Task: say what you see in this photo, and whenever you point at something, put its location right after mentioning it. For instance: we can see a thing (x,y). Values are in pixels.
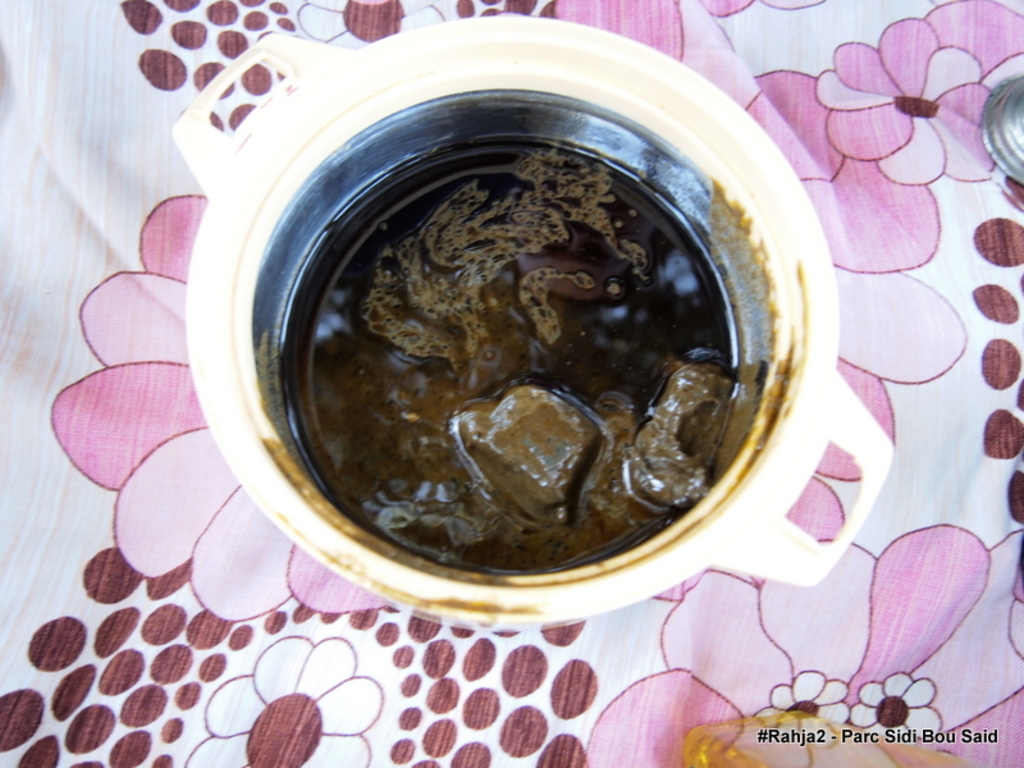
In the picture I can see the dish (487,225) in the bowl (648,365) and looks like the bowl (755,485) is kept on the table (303,748) which is covered with the design cloth (617,623).
